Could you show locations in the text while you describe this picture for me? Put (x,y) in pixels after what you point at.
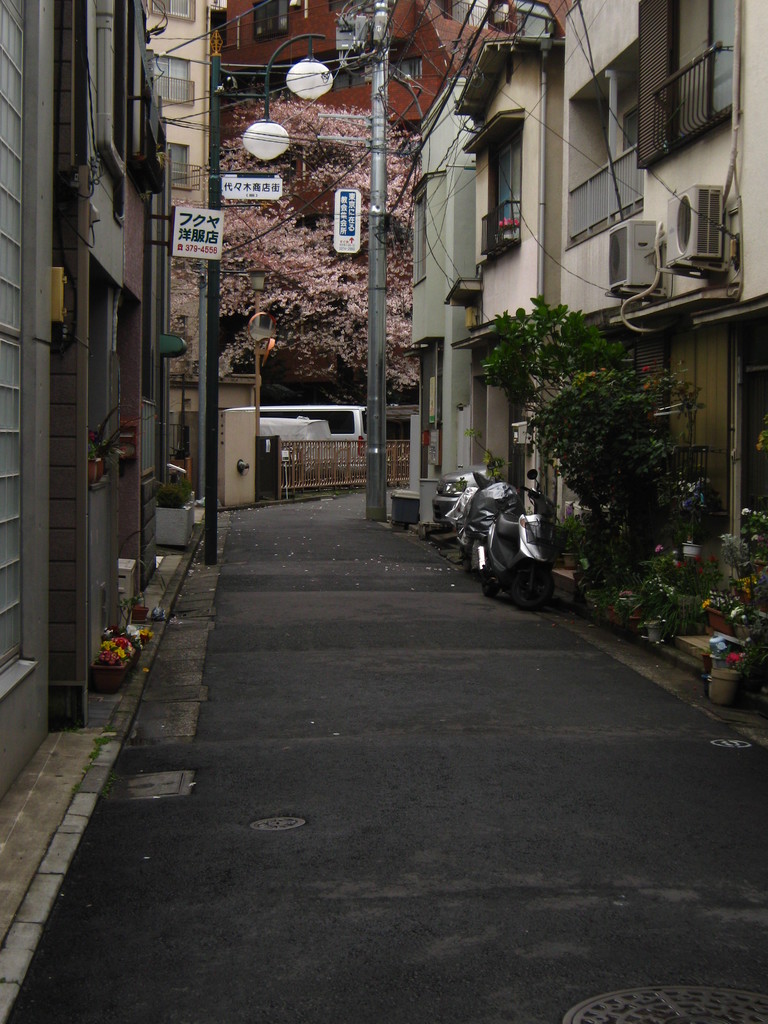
On the right (531,398) and left side of the image (87,479) there are buildings (73,372), few utility poles (205,320) and trees (616,420). In the middle of the building (128,513) there is a road (601,742). On the road (240,520) there are few vehicles (509,535) parked.
